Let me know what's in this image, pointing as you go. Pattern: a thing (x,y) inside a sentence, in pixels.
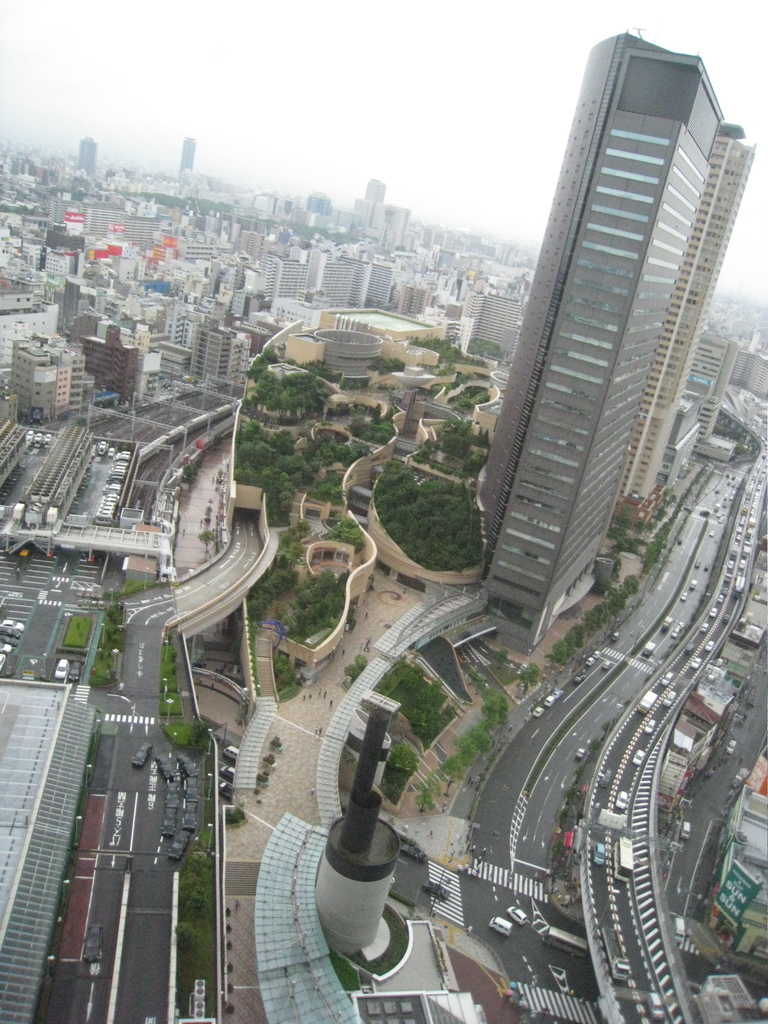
In this image I can see the vehicles (520,914) on the road (498,842). I can see the buildings (77,283) and trees (434,525). At the top (337,135) I can see the sky (351,101).
